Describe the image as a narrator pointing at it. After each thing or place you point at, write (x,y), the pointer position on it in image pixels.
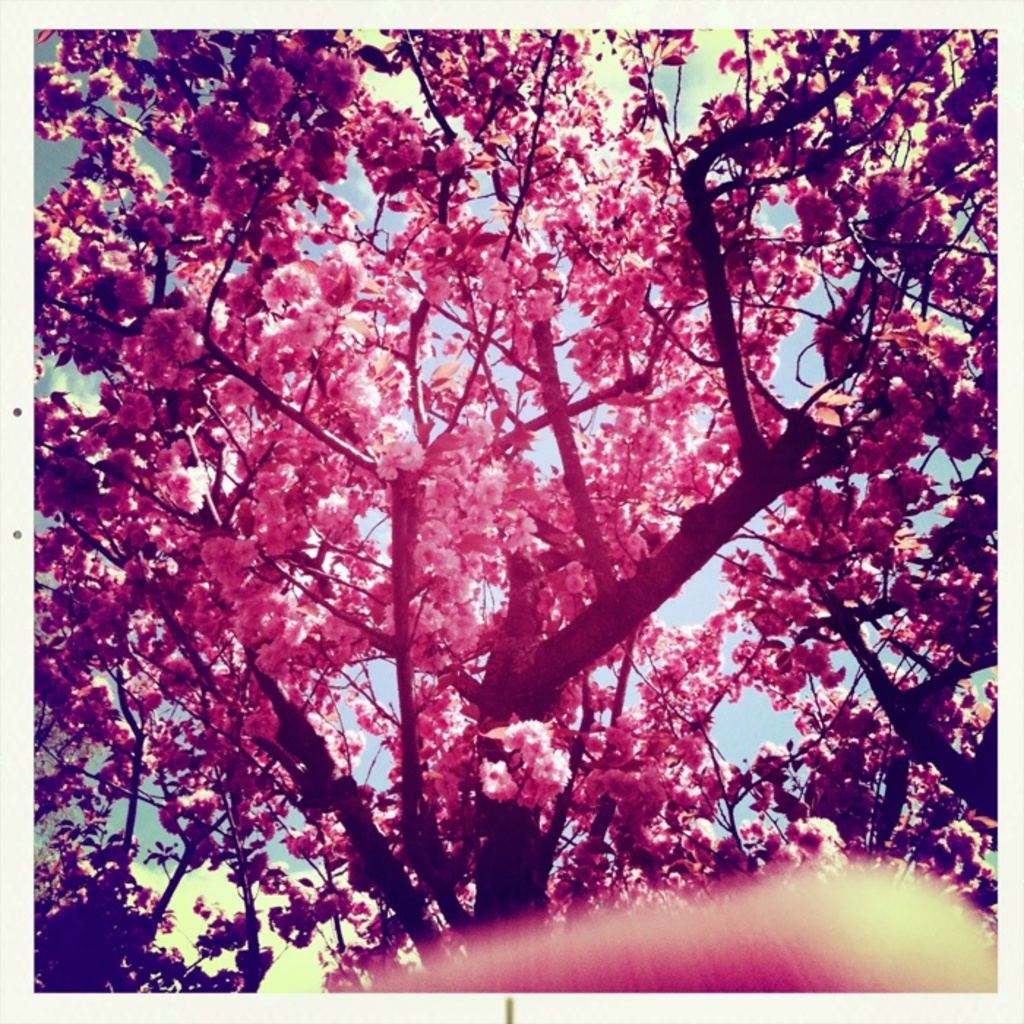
In this image we can see trees (281,592) with flowers (555,294) and at the bottom (659,957) there is an object (700,911). In the background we can see clouds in the sky (154,55).
